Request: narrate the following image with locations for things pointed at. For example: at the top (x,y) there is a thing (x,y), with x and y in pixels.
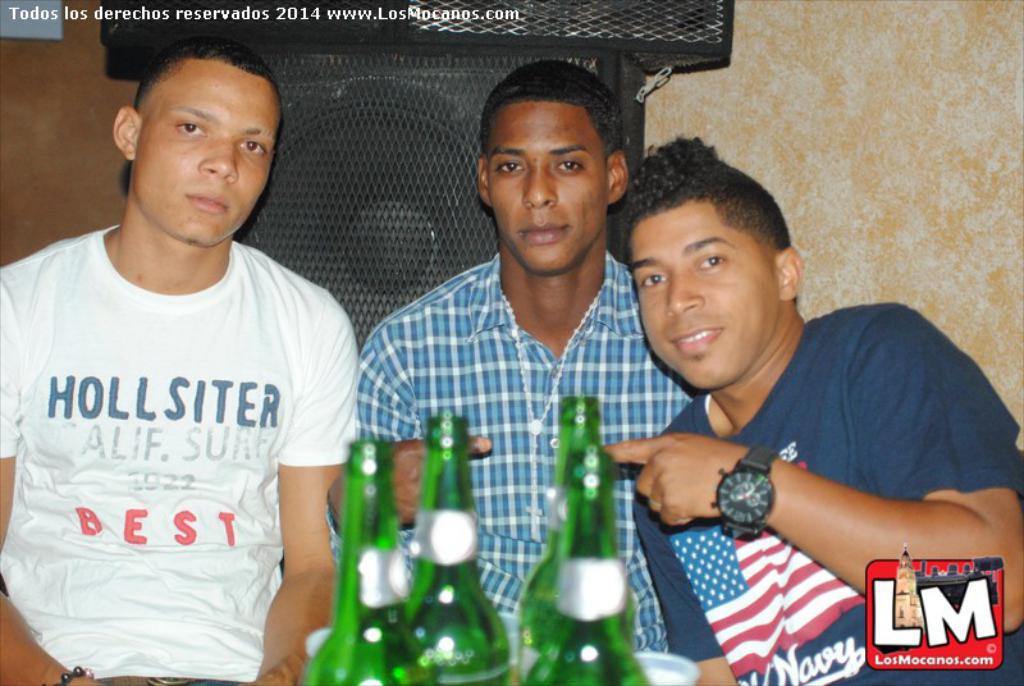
Three persons (149,210) are there. On the right side (902,437) a person (891,419) wearing the blue t shirt (852,427) is wearing a watch (754,497). In front of them there are some bottles (555,545). In the background (397,140) there is a speaker (375,92).
